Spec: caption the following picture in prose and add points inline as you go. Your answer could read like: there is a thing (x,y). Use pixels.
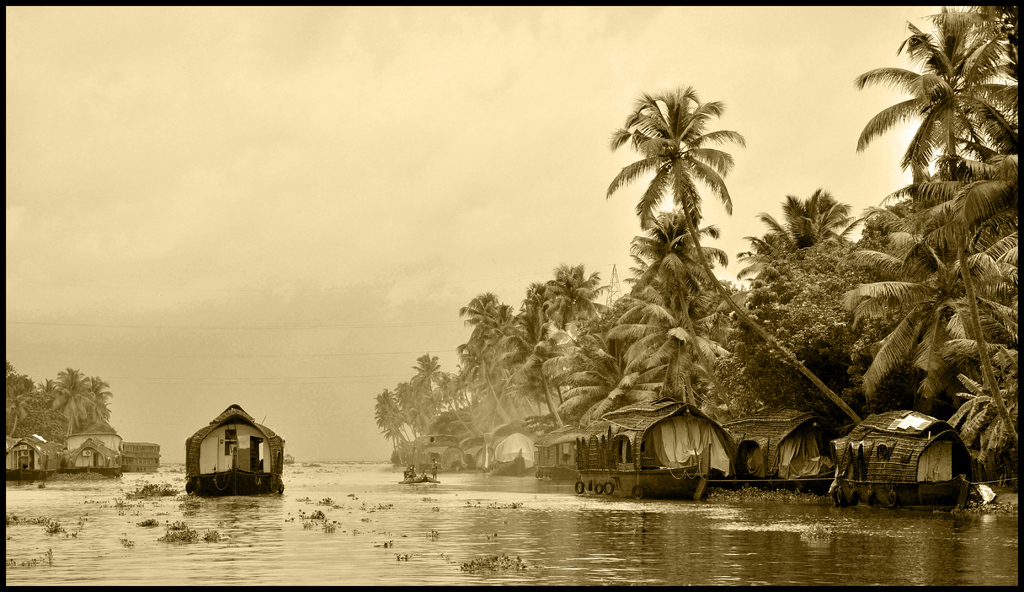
In this picture we can see many boats (249,468) on the water (556,493). In the center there is a group of persons (415,477) were standing on the boat (416,475). On the right (842,219) we can see many trees (682,266). At the top (481,180) we can see sky (386,162) and clouds (383,166).
